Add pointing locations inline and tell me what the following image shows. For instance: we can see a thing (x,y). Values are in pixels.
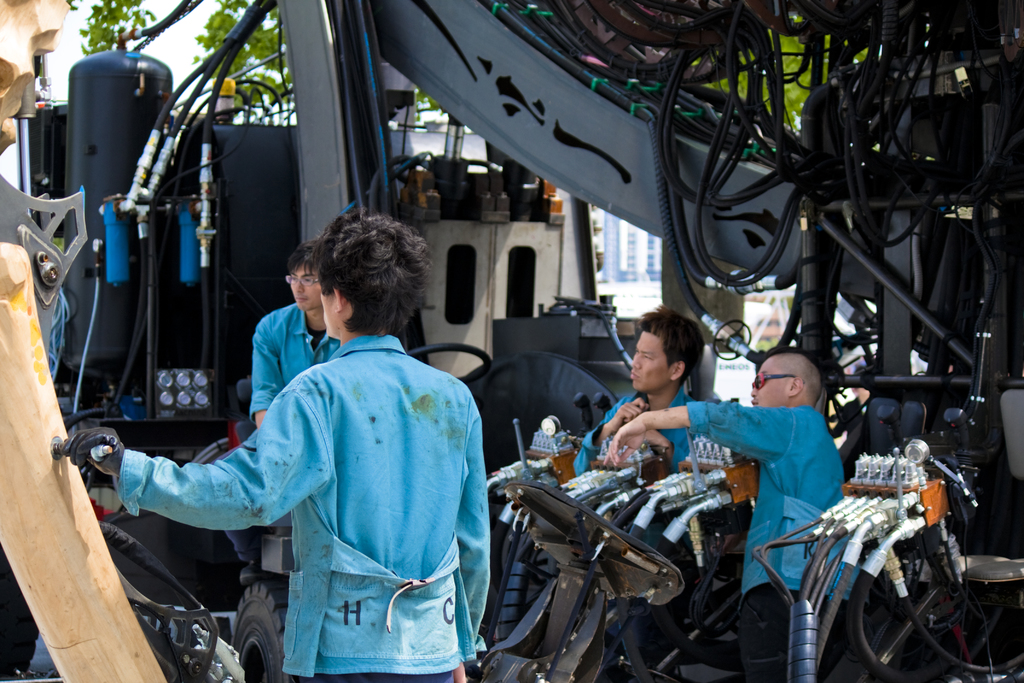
In this picture we can see there are four men (259,413). In front of the men (380,475), there are some objects (508,481). On the right side of the image (694,271), there are cables (863,204). Behind the objects (300,65), there are trees (270,46).
